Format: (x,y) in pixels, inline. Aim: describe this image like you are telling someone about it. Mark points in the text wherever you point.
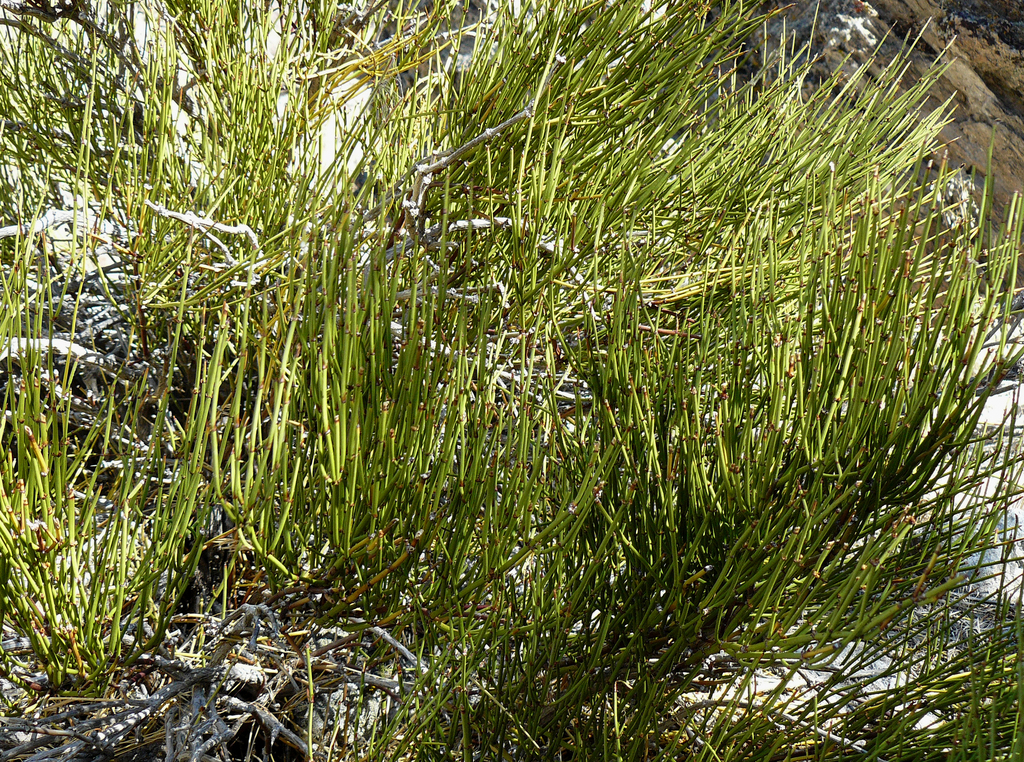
In this picture I can see the grass (379,266) and few sticks (273,620) in the front (304,359) and I can see brown color thing (902,24) on the top right corner of this picture (975,69).
